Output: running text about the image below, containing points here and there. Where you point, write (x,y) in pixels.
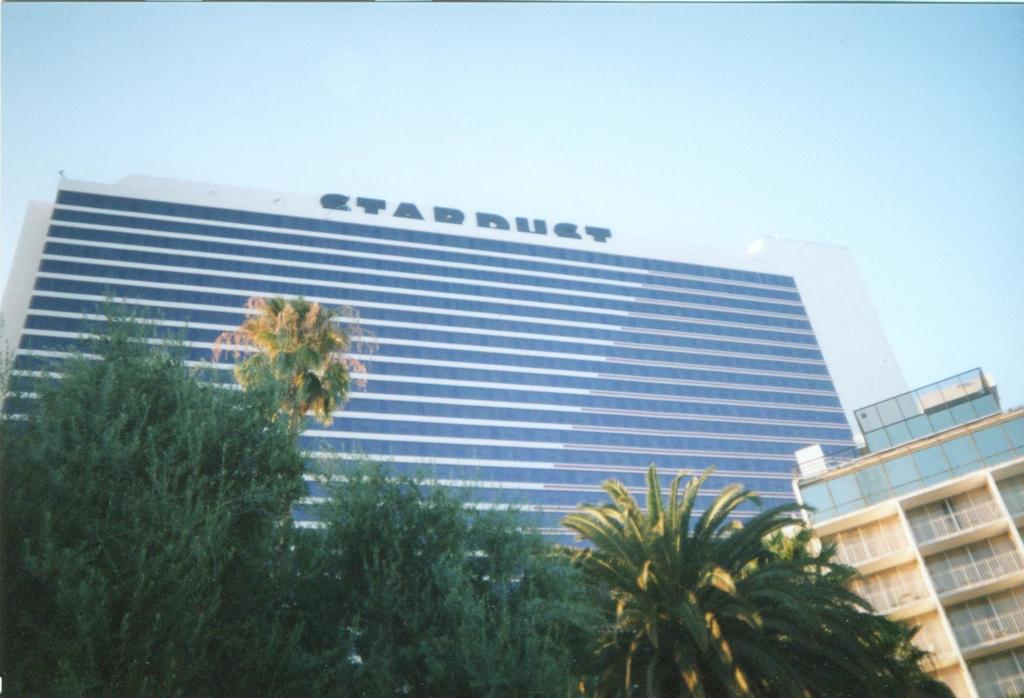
In this picture I can see buildings (740,392) and few trees (638,614) and a clear blue sky (579,18).
